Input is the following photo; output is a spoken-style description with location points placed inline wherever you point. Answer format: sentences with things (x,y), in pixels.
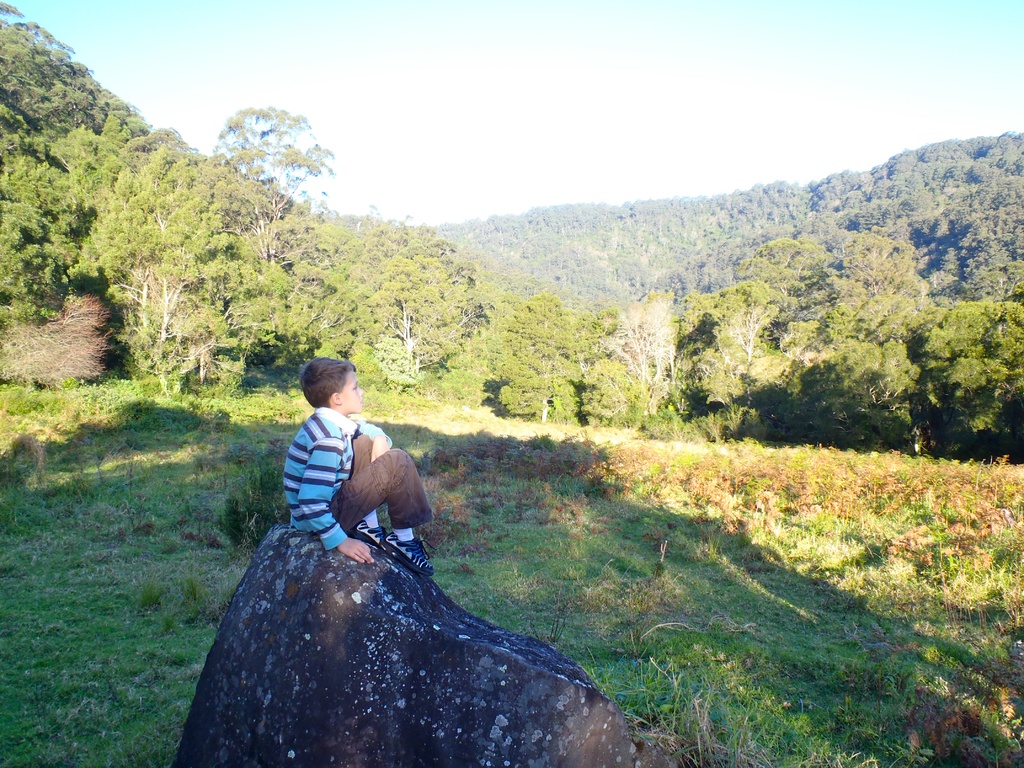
There is a boy (311,434) sitting on a rock (366,618). On the ground (159,483) there are plants (730,500). In the back (453,270) there are trees (619,251) and sky (599,95).
